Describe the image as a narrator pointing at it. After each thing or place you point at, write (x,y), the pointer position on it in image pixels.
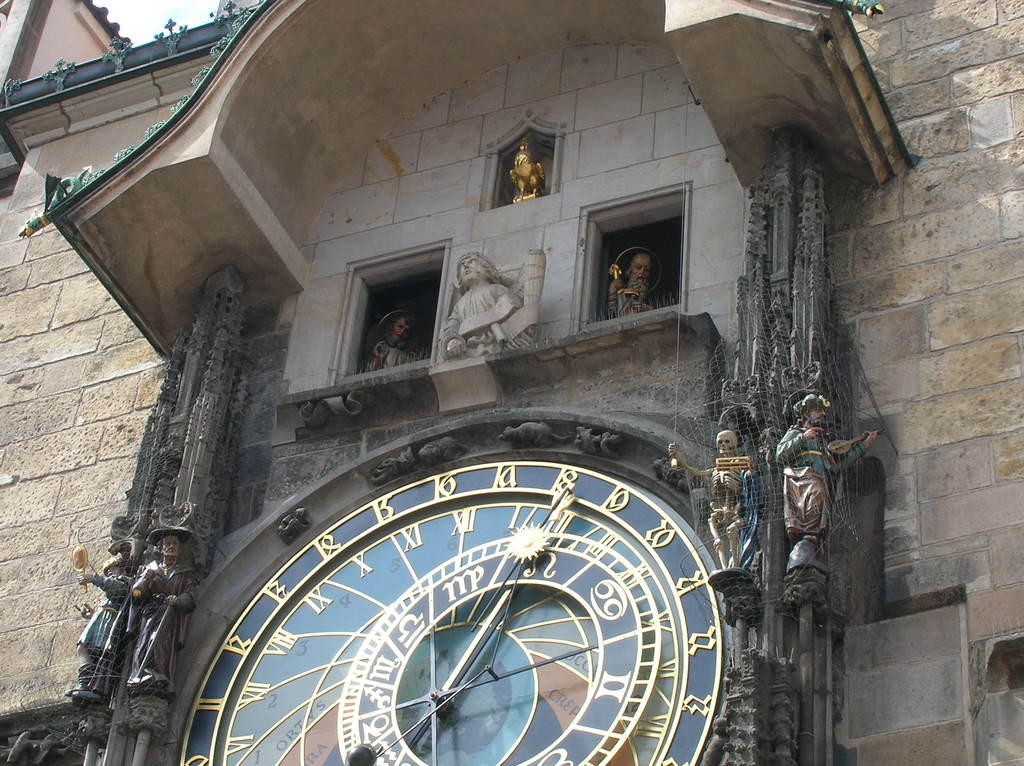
In the picture we can see a historical building (296,187) with some sculptures (800,443) to the wall (700,417) and a clock (320,762) which is designed.
